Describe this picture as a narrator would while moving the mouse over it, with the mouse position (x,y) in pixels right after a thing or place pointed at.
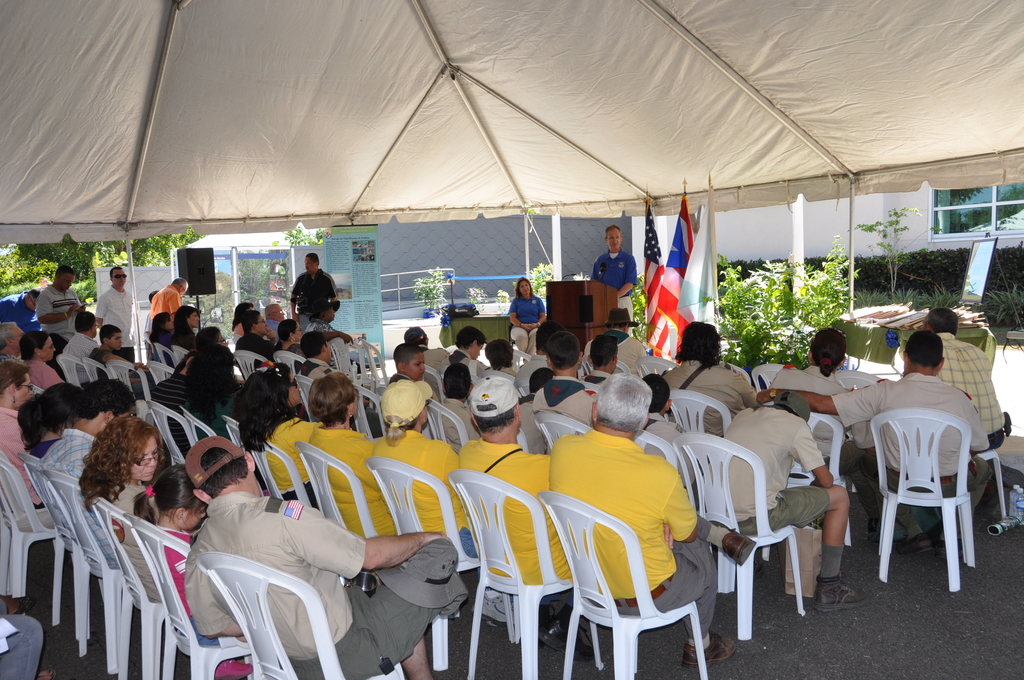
In this picture i could see many people (564,366) sitting on the white colored chairs (551,426) and listening to the speech given by a person (616,281) standing near the podium (571,302). They are under a tent (385,80). In the background (673,280) i could see the flags (660,282) and plants (811,285) and trees (874,224) and house (787,240).
